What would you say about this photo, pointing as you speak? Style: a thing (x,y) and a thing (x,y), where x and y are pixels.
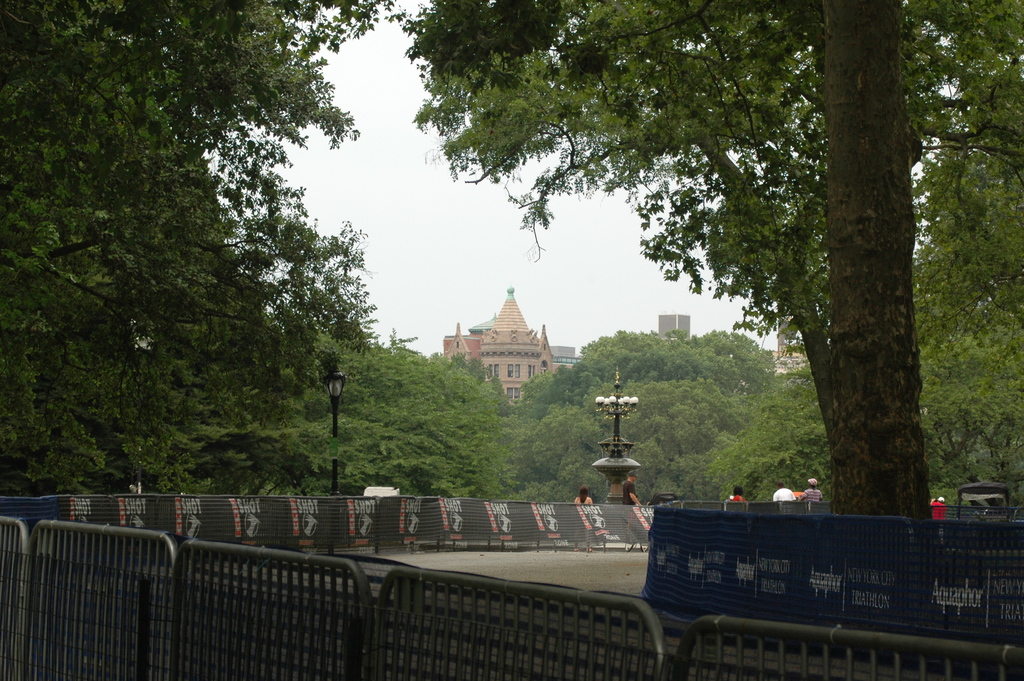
In the center of the image (493,347) there is a building (481,348). On the right (916,170) and left side of the image (279,364) we can see trees (688,346), poles (337,418) and fencing (336,636). In the background (458,228) there is sky (440,243).
